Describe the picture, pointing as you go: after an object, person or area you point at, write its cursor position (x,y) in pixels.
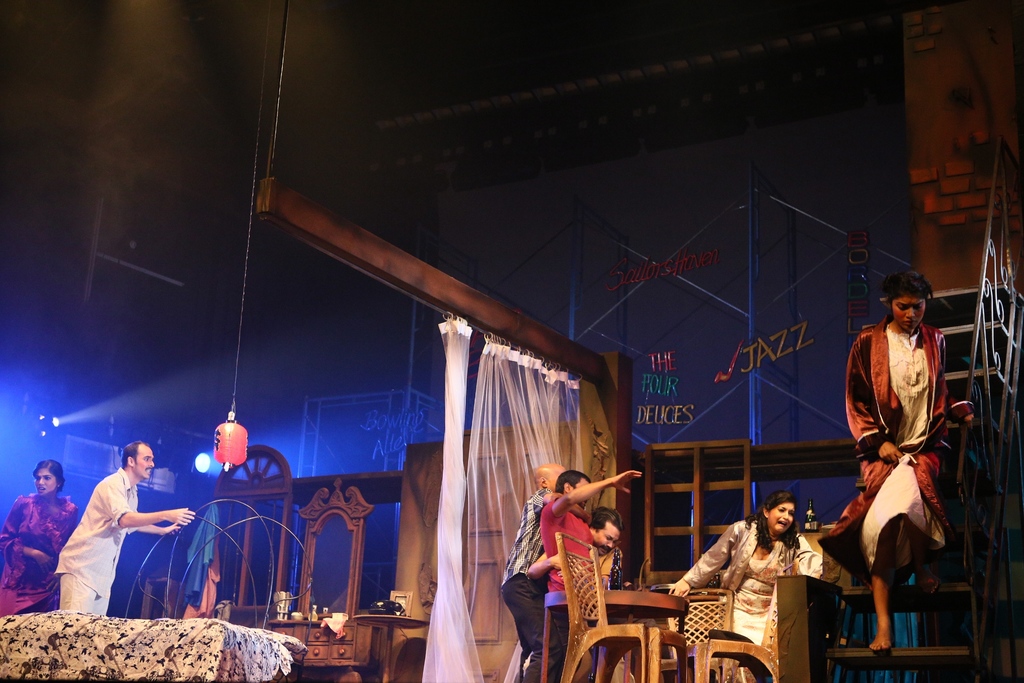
Right a woman (870,373) is moving from the staircase (997,358) beside her another woman (804,549) is shouting she wears a white colour dress (768,613) and there are chairs (585,590) and tables (682,626) at here and a man (548,468) is standing at here in the left (204,636) there is a bed (264,647) dressing table (305,627) and a man (158,530) is standing at here. At the left (49,430) there is a light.
